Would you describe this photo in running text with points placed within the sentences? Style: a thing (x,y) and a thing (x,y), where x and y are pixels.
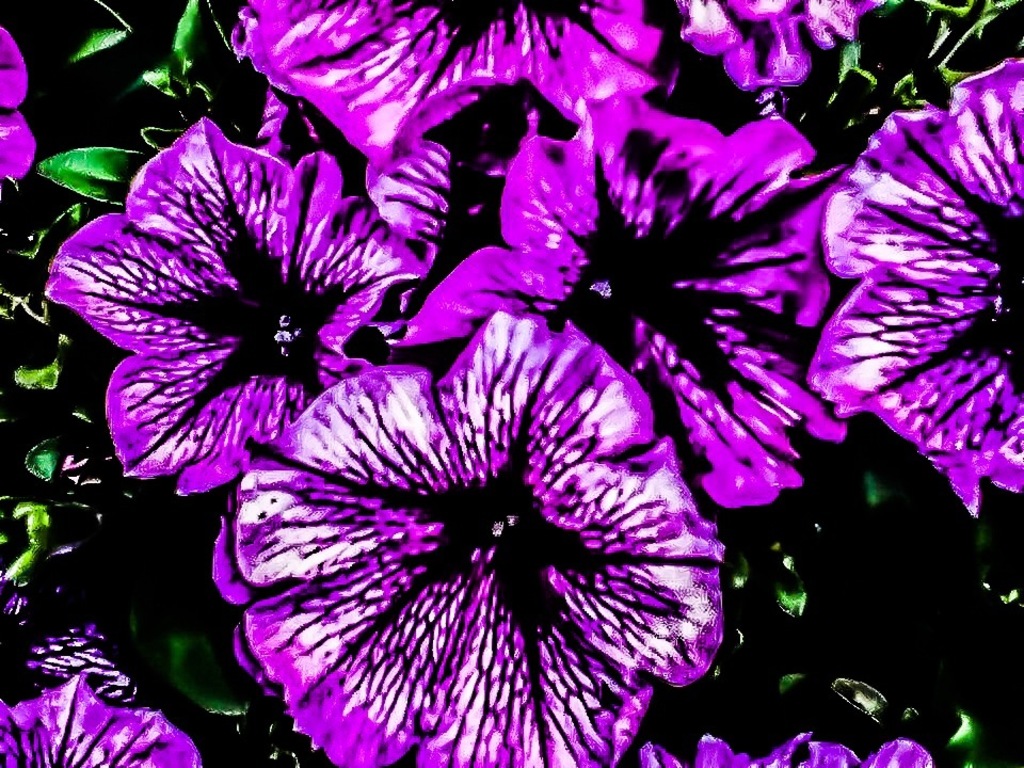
In the image there are violet flowers (967,144) and green leaves (116,181). And there is a black background (86,591).
